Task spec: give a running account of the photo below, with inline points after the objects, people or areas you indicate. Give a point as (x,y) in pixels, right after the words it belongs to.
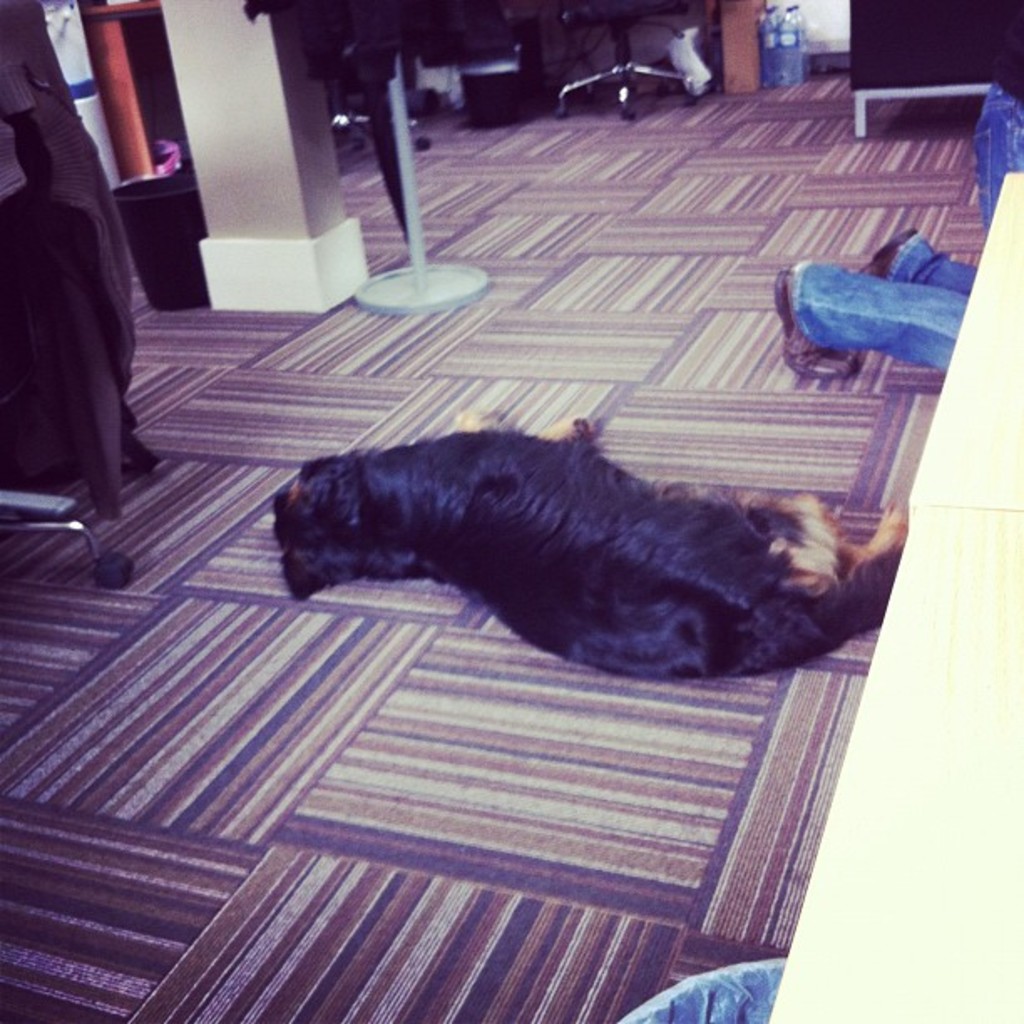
There is a dog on the floor (438,781). Here we can see a pole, chair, bin (182,216), pillar (225,44), and bottles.
